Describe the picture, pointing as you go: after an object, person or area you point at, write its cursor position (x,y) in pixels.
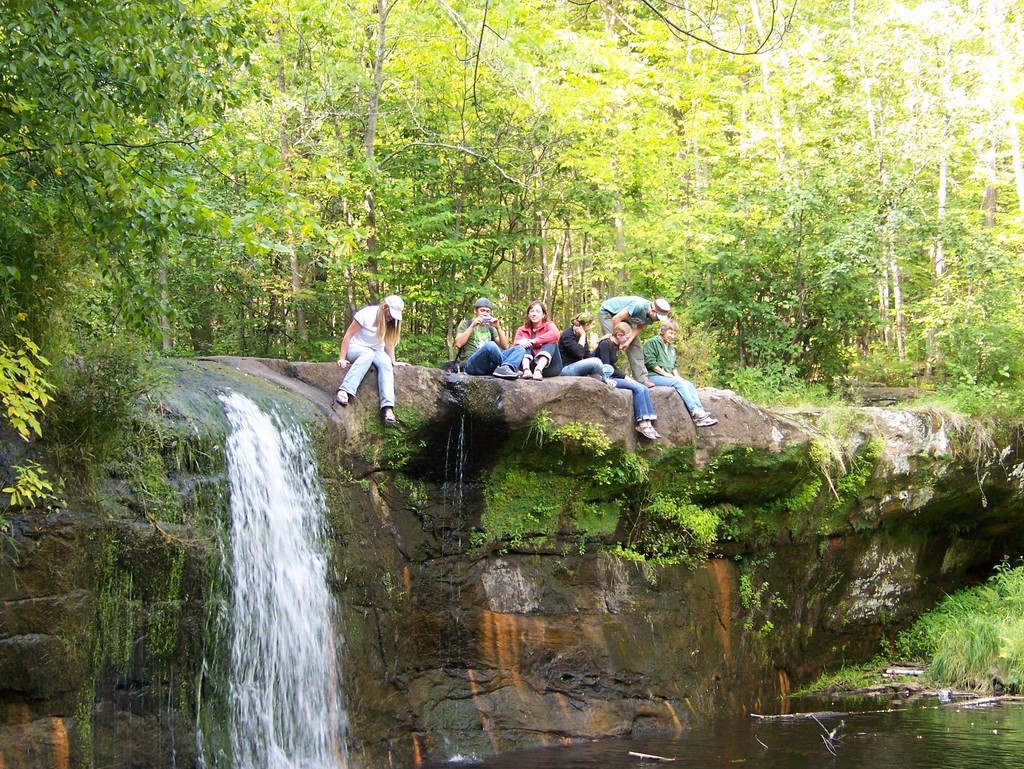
There is a huge stone (192,512) in front of a lake (867,722) and water (260,459) is flowing from one side of the stone (198,575), in the right side some people (391,346) are sitting beside the waterfall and around them there are plenty of trees (626,268).
